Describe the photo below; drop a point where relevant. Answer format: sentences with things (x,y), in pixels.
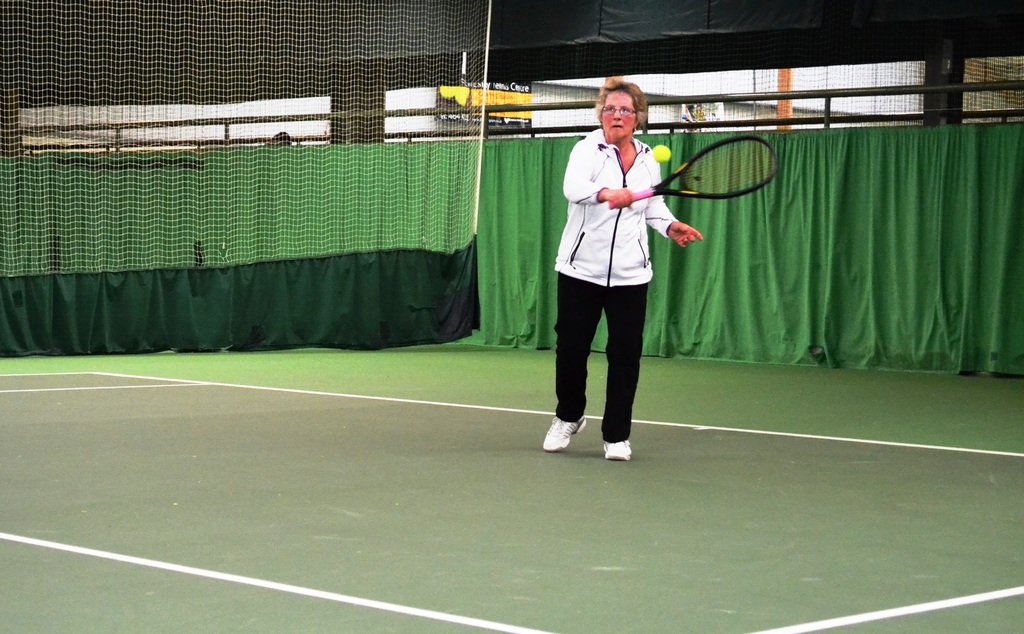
This image is clicked in a tennis court (499,548). There is a woman (613,94) wearing white jacket (583,268) and black pant (621,299), holding a tennis racket (674,173). In the background (353,198) there is a green cloth (400,203) and a net (340,198). In the bottom (371,543), there is floor (395,592).
